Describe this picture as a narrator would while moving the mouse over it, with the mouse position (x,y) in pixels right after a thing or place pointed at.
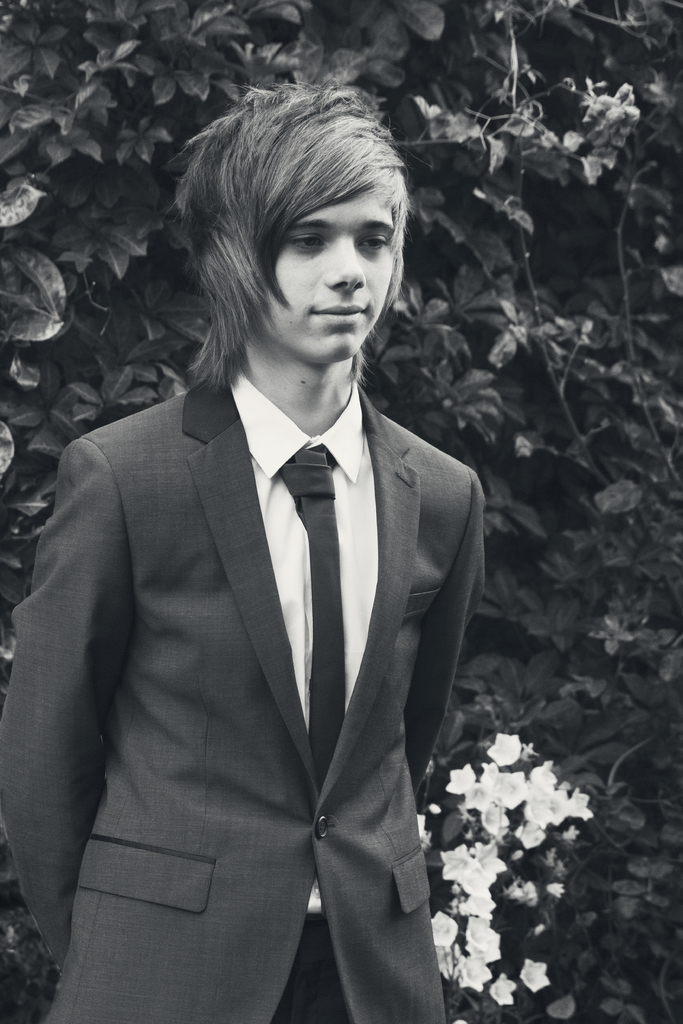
This a black and white picture. In the background (97,56) we can see the leaves (218,8), flowers (514,888). We can see a man (381,677) wearing a shirt (371,537), tie (334,487), blazer (266,603). He is standing and smiling.
